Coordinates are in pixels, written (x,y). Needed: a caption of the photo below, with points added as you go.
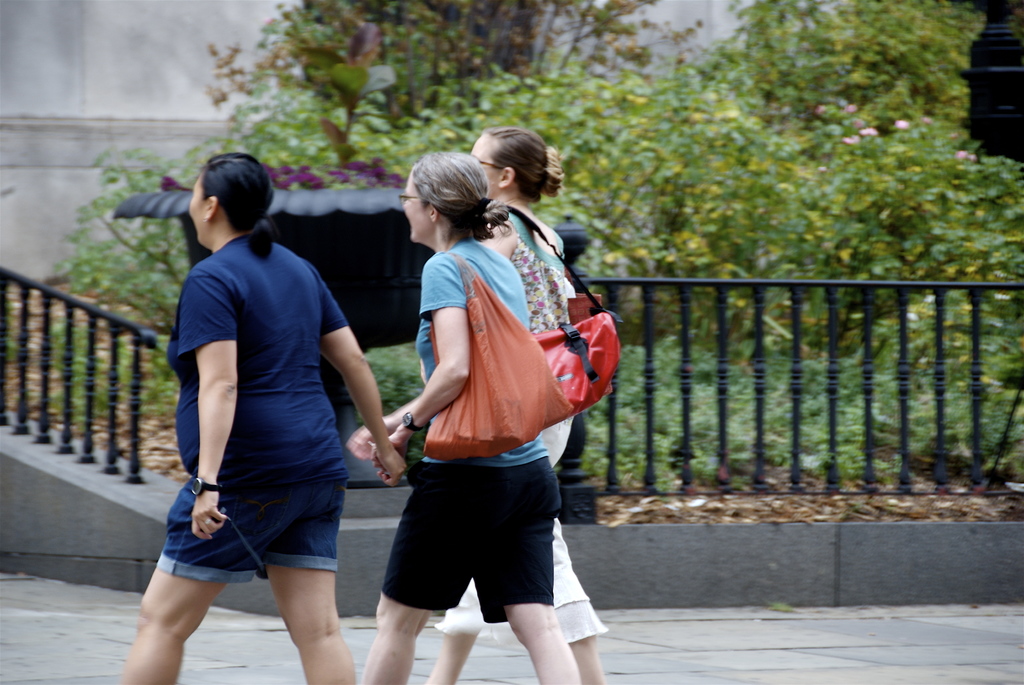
In the center of the image (432,288) three people (300,513) are walking on the pavement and two ladies (531,442) are wearing bags (443,410). In the background of the image (985,368) we can see the railing (690,334), plants (871,68), flowers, dry leaves (982,484), wall (6,249). In the top right corner (984,110) we can see a pole (1010,146). At the bottom of the image (490,643) we can see the pavement (430,644).
